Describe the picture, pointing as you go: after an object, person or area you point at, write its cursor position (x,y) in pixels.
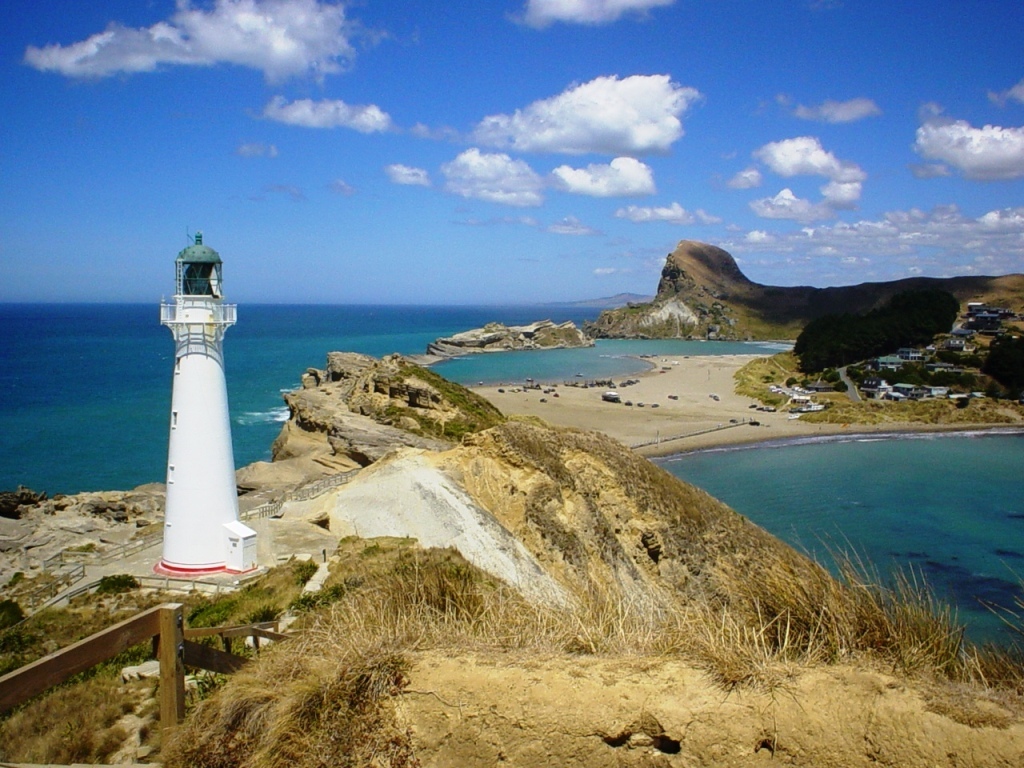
This image consists of a tower (179,535). It looks like a lighthouse (202,547). At the bottom (507,656), there is dry grass (381,718) on the ground (485,483). In the background (593,371), we can see an ocean (452,316). On the right (705,278), there are rocks (564,331). At the top (553,131), there are clouds (473,194) in the sky (409,251).
